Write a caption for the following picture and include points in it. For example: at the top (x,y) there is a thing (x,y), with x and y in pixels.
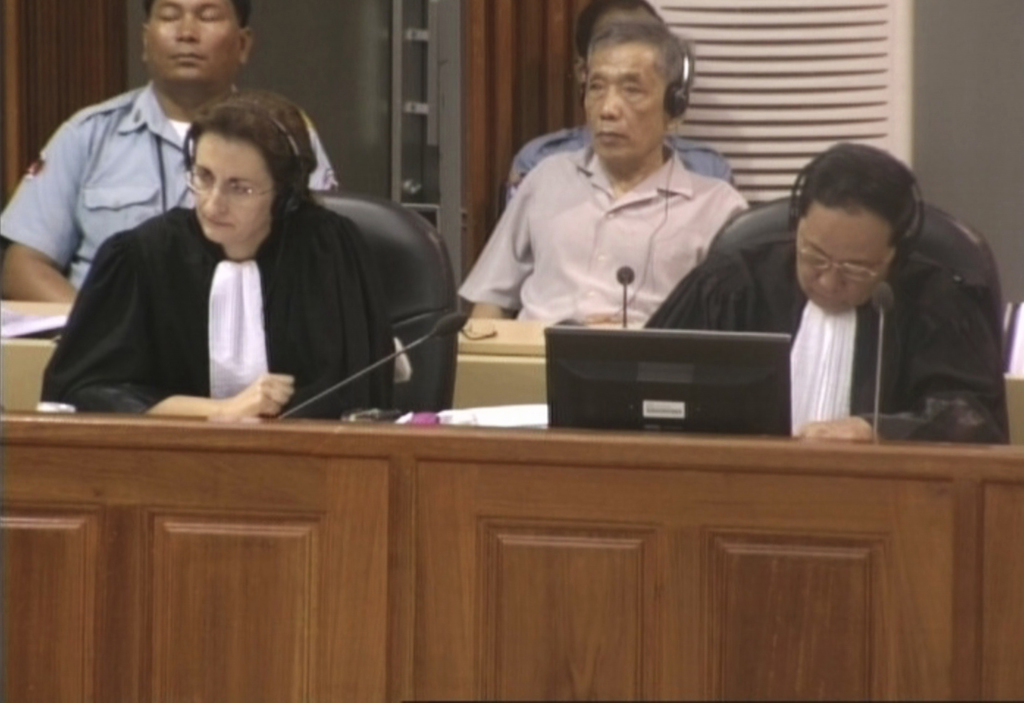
In this picture I can see there are five people (288,337) visible in the image and three of them are wearing headset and there is a monitor (665,391) in front of them there are microphones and in the backdrop (1001,27) there is a wall (1003,47).
